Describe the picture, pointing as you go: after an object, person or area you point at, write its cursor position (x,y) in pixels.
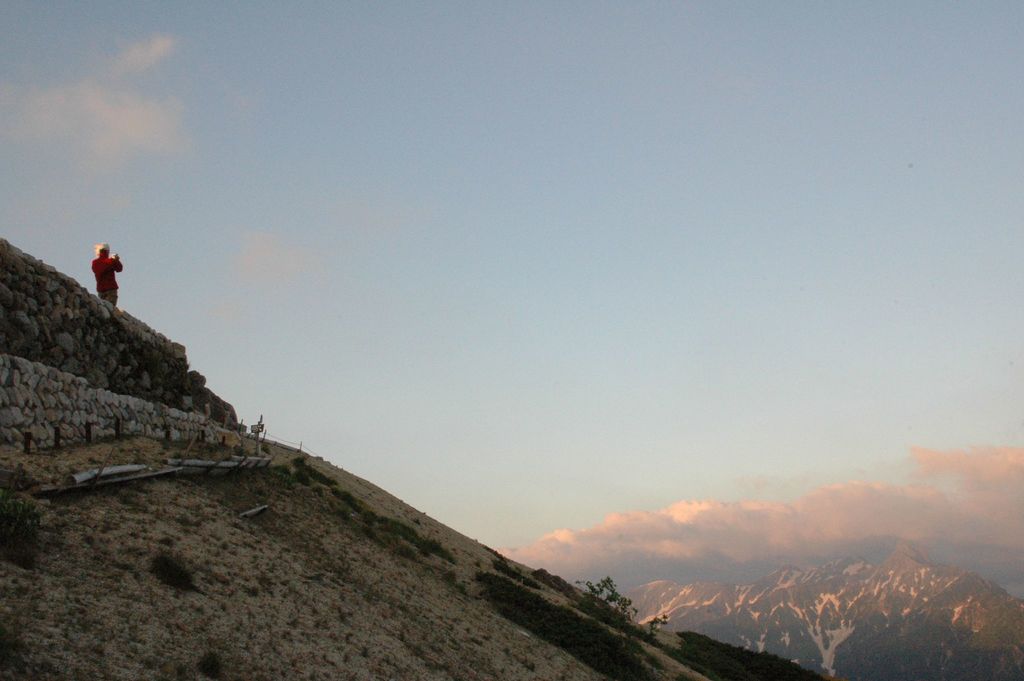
In this image on the left side (101,263) there is one person (101,291) standing and there is a wall (96,346), grass (224,631) and some plants (639,646). And in the background (717,603) there are mountains (779,569), at the top (563,179) there is sky (565,439).
